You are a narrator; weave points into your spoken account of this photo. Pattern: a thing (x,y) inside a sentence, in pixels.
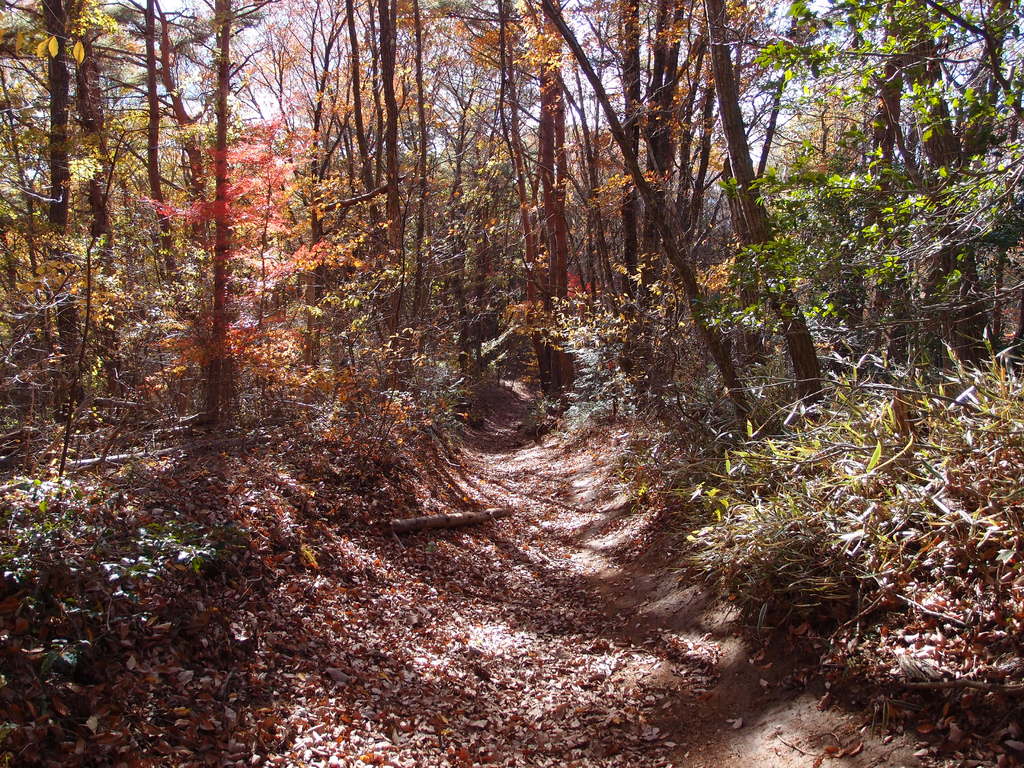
In this image there is the sky (261,40) towards the top of the image (597,77), there are trees (507,241), there are plants (146,528), there is ground (520,545) towards the bottom of the image (546,677), there are leaves (512,640) on the ground (442,564).
